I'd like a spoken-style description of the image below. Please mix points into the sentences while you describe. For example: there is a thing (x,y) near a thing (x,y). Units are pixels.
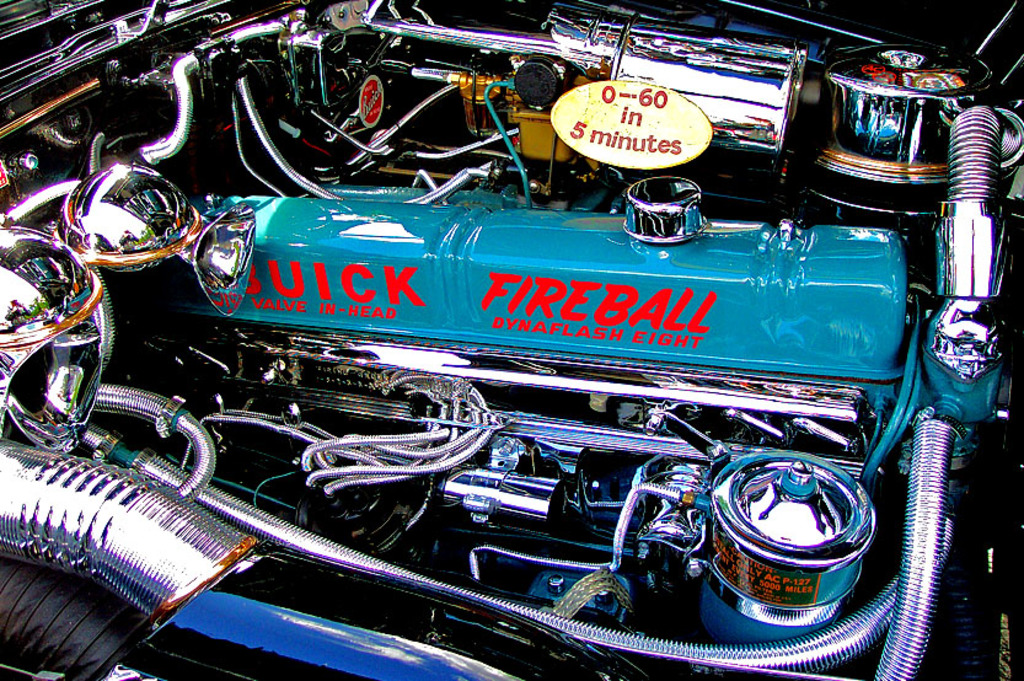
In the picture we can see a car engine (788,388) with oil filter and some wires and pipes (339,564).
